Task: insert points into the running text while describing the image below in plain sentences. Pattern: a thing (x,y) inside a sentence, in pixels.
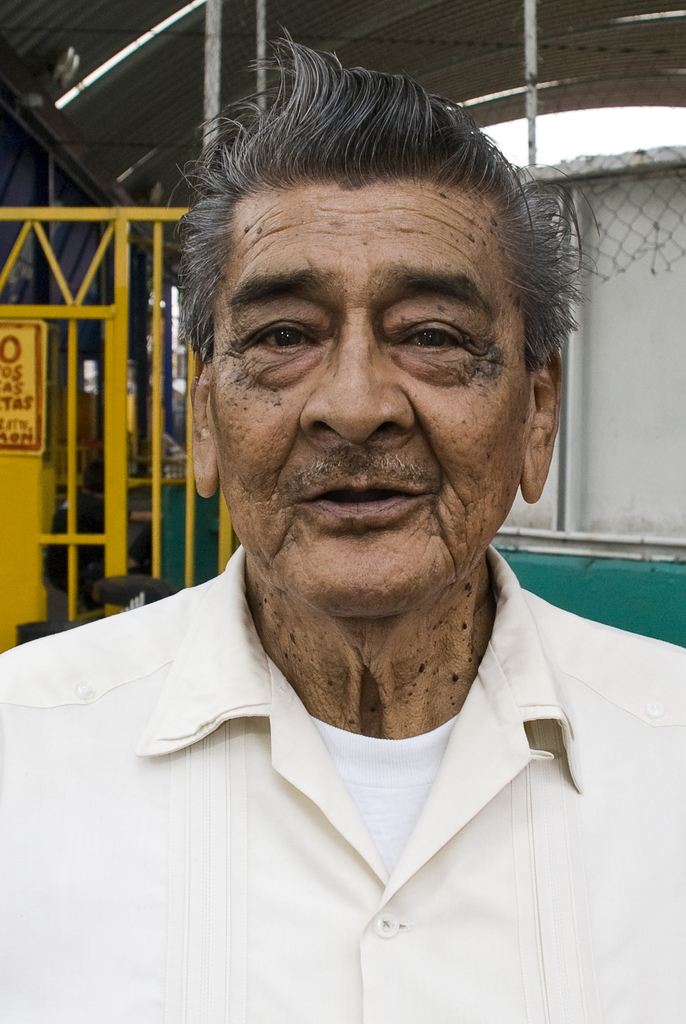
In this picture we can see a man (278,649), he wore a white color shirt (319,760), behind to him we can find few metal rods (158,351) and shed (171,46).
